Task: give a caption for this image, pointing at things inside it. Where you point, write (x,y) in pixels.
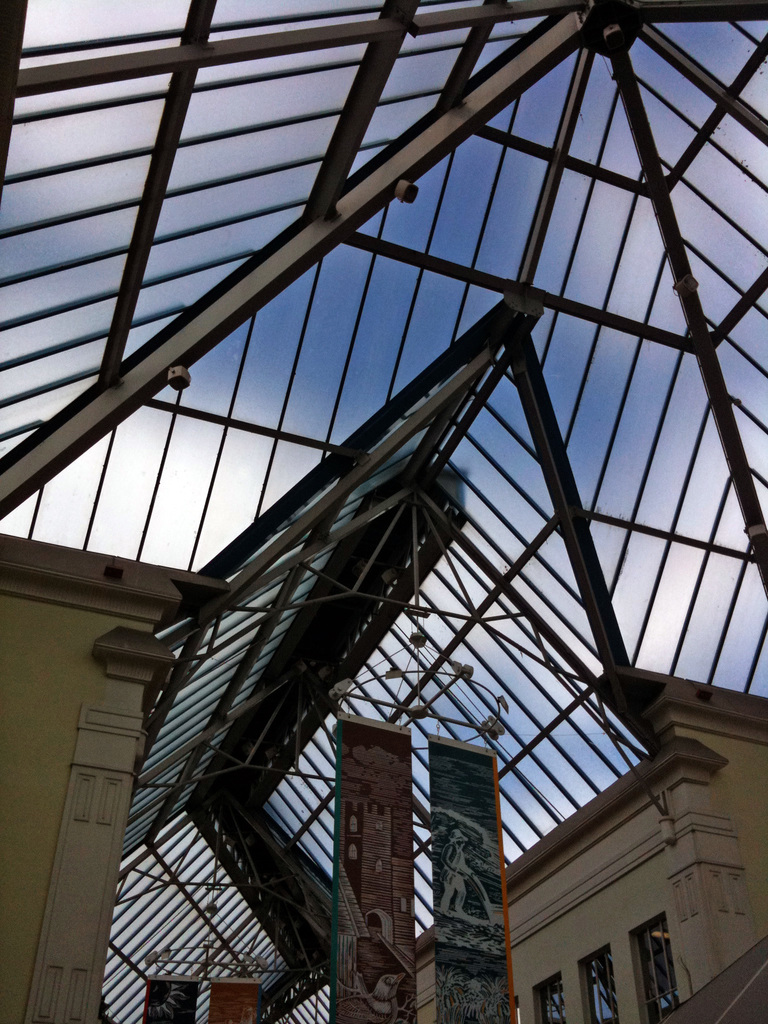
In the center of the image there are banners (384,960) hanging from the top of the ceiling (451,415). In the background of the image (328,236) there is a glass roof (246,243) with the metal bars support (148,359).
